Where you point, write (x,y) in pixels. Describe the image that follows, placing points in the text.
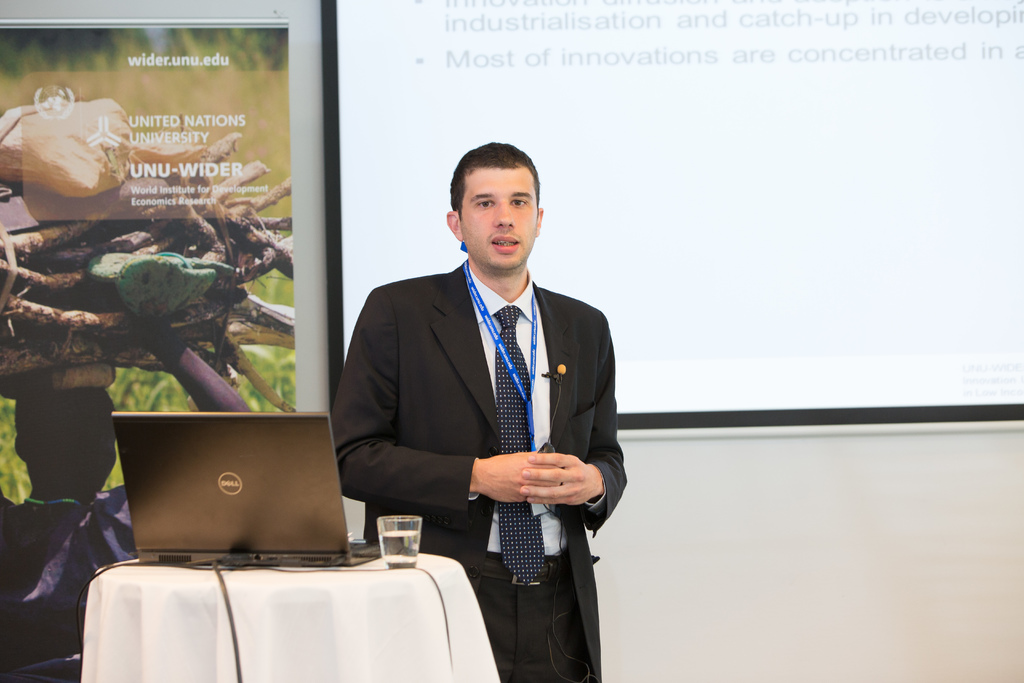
In this image there is a man (523,461) in the middle (533,449) who is holding his hands (531,473). Beside him there is a table (298,632) on which there is a laptop (196,495) and a glass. Behind him there is a projector screen (617,176). On the left side (95,235) there is a banner (93,277).
